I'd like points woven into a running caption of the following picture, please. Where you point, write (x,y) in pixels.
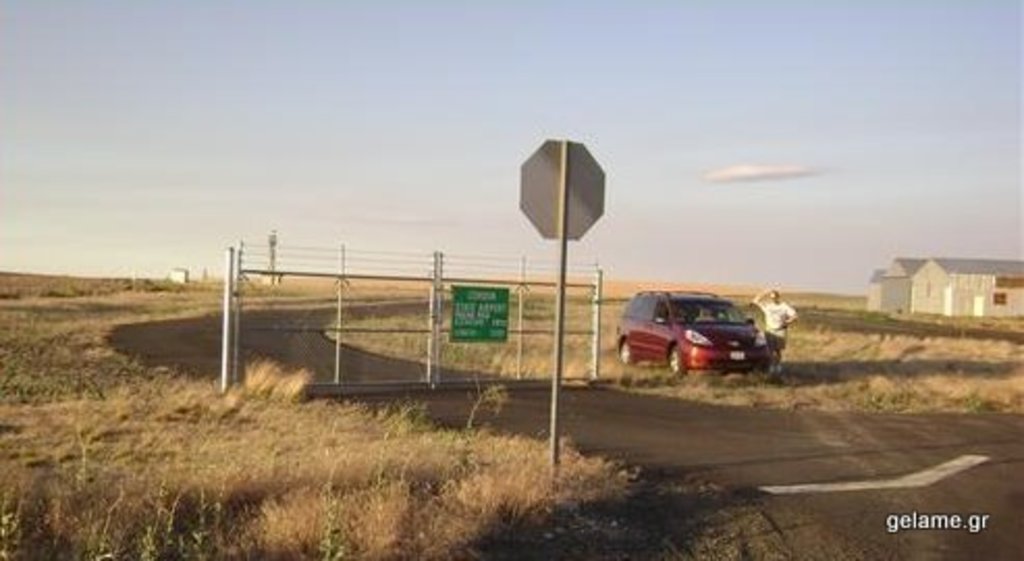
It is a road (403,386) and on the either side of the road (373,310) there are many dry plants (184,417) and grass (84,342), On the right side (728,314) there is a car (739,334) and a person (777,334) is standing beside the car (746,318) and in a distance there are two compartments (946,271), in front of the road (624,415) there is a pole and there is caution board (542,225) attached to the pole (565,266).
